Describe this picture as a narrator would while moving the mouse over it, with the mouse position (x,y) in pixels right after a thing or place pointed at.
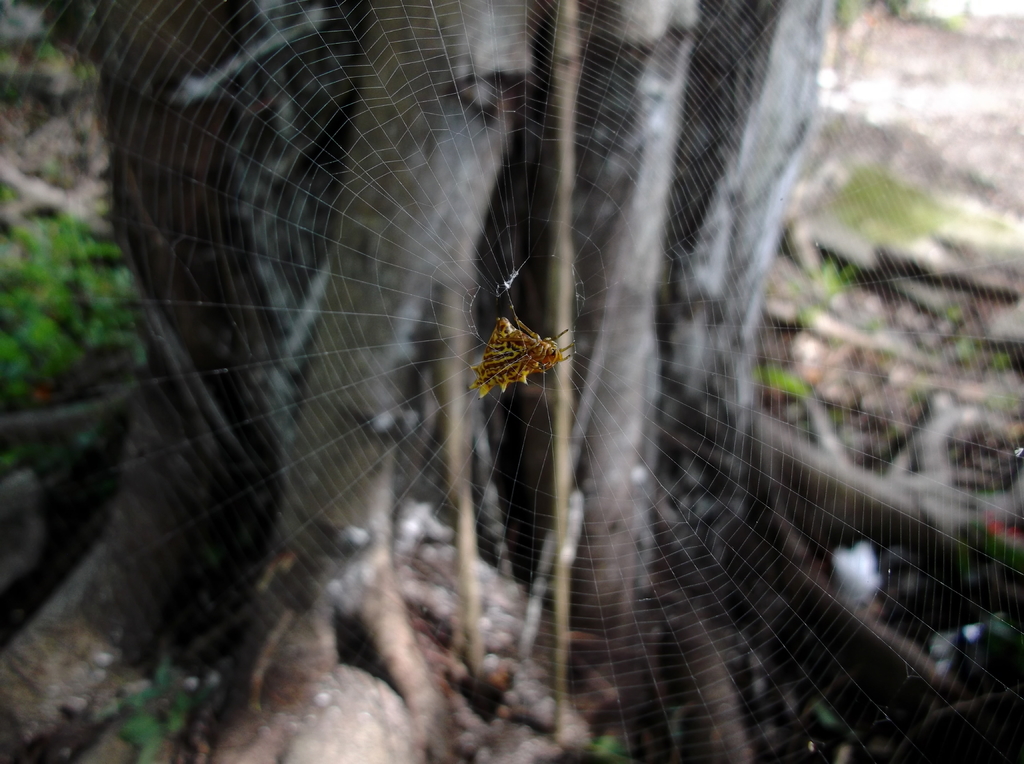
In the picture I can see a spider (496,365) on a spider web (417,340). In the background (310,302) I can see a tree (317,316) and grass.
